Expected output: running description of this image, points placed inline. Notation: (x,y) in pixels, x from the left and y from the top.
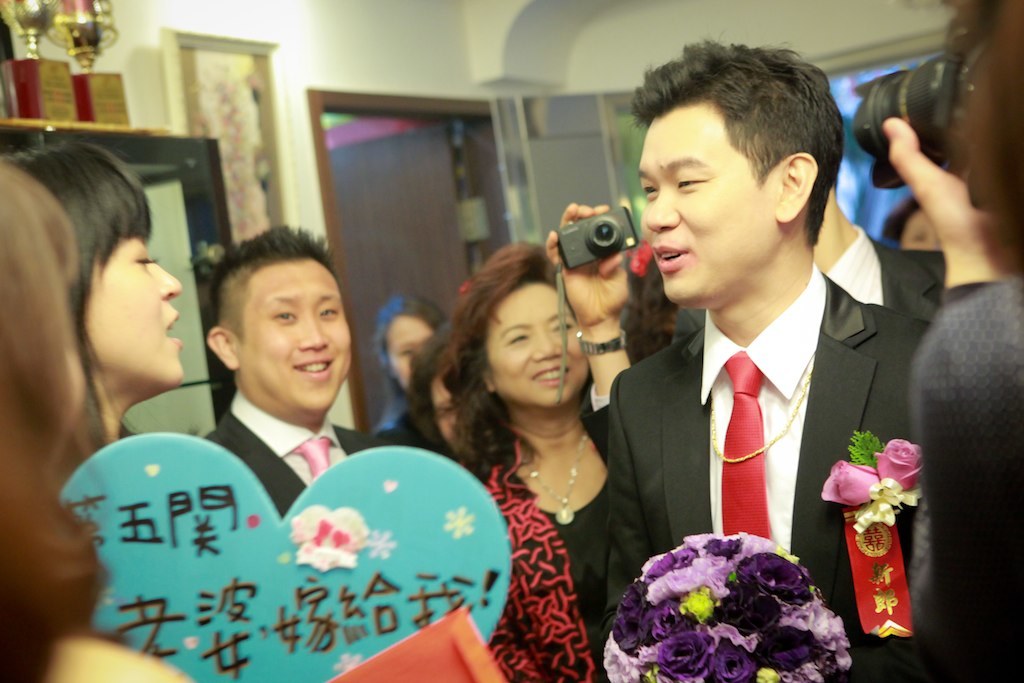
In this image we can see a group of people (987,264) standing. One person (776,396) is holding a bouquet (793,589) in his hand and wearing some flowers (903,470) and a ribbon (887,546) on his coat (823,511). On the left side of the image (279,625) we can see a board (251,628) with some text (389,609) and some trophies (99,104) placed in the cupboard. In the background (594,268), we can see some people (604,285) holding cameras (604,228), a photo frame (272,158) on the wall (305,145) and a door (495,155).
